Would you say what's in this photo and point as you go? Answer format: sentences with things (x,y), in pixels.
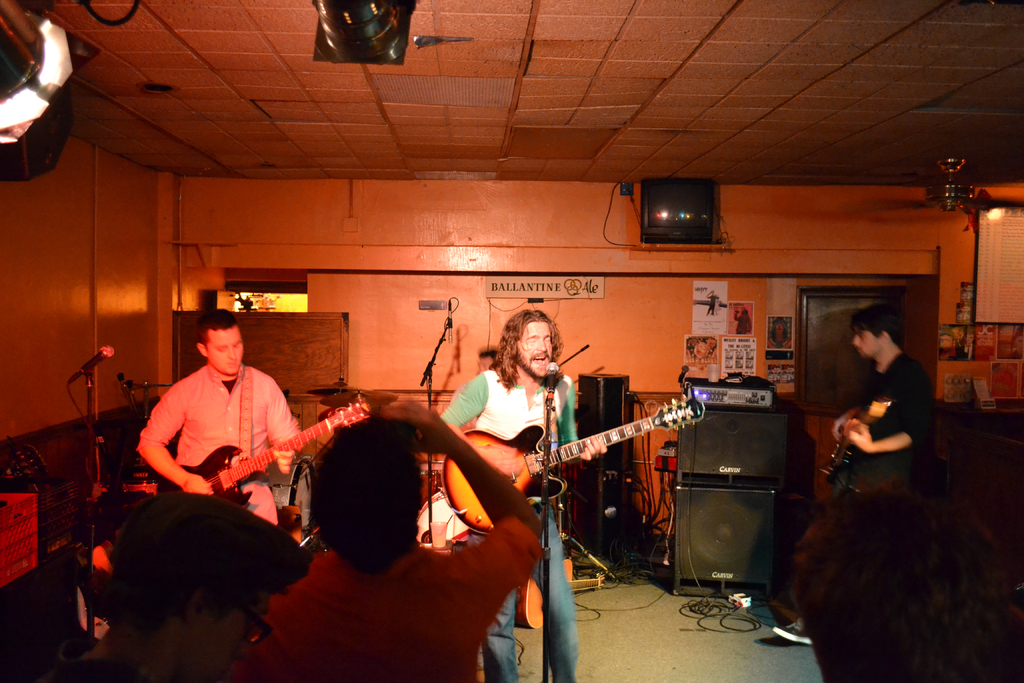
In this picture there are three men (458,413) standing and the men (214,425) with pink shirt (215,435) is standing and playing guitar (326,427). And the men (541,409) in the middle (544,406) with white and green t-shirt (559,420) is standing and playing guitar (540,426). In front of him there is a mic (553,384). To the right side (902,398) there is a man (909,391) with black t-shirt (906,415) and standing and playing guitar (877,414). In the front of them there are three people (398,578) standing. And there some speakers (750,443), black boxes (726,503) and mics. And in the background (630,326) there is a wall (683,334) in the orange color and some posters (718,305).
